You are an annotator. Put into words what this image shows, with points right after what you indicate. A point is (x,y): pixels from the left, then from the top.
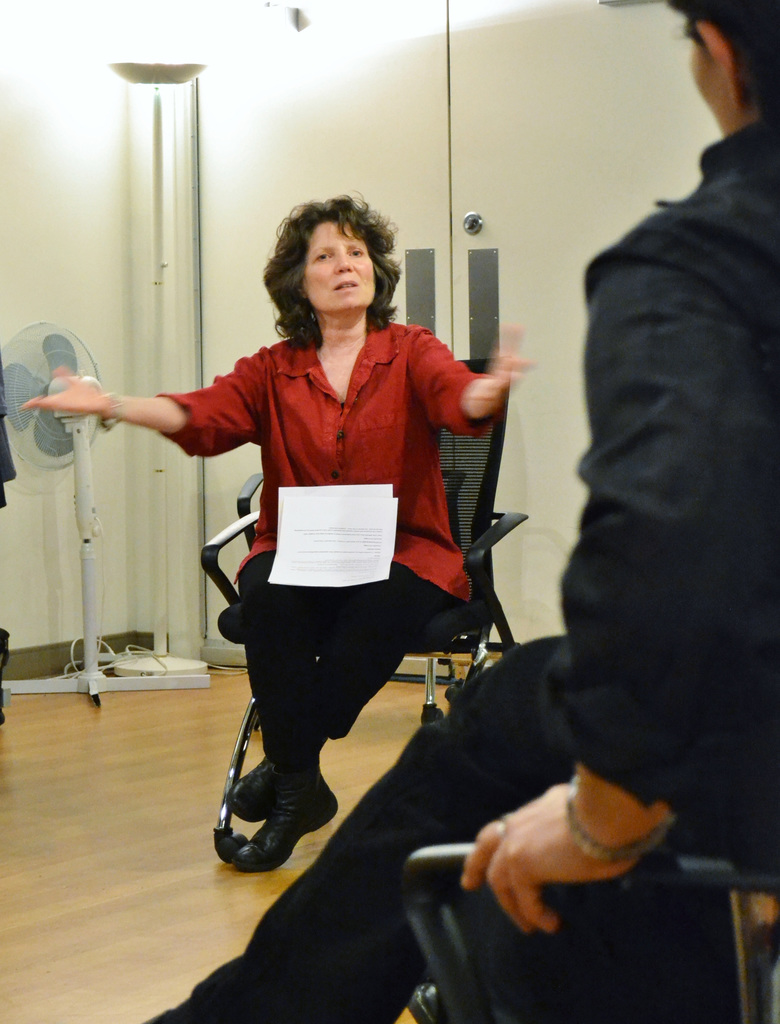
In this image we can see a woman (452,417) sitting on the chair (484,655) and looks like she is explaining something with the help of her hands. She is wearing a red color shirt (406,433) and a pant (349,655). Here we can see a fan (82,549) on the floor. Here we can see a person (745,400) sitting on a chair (739,929), though face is not visible.
